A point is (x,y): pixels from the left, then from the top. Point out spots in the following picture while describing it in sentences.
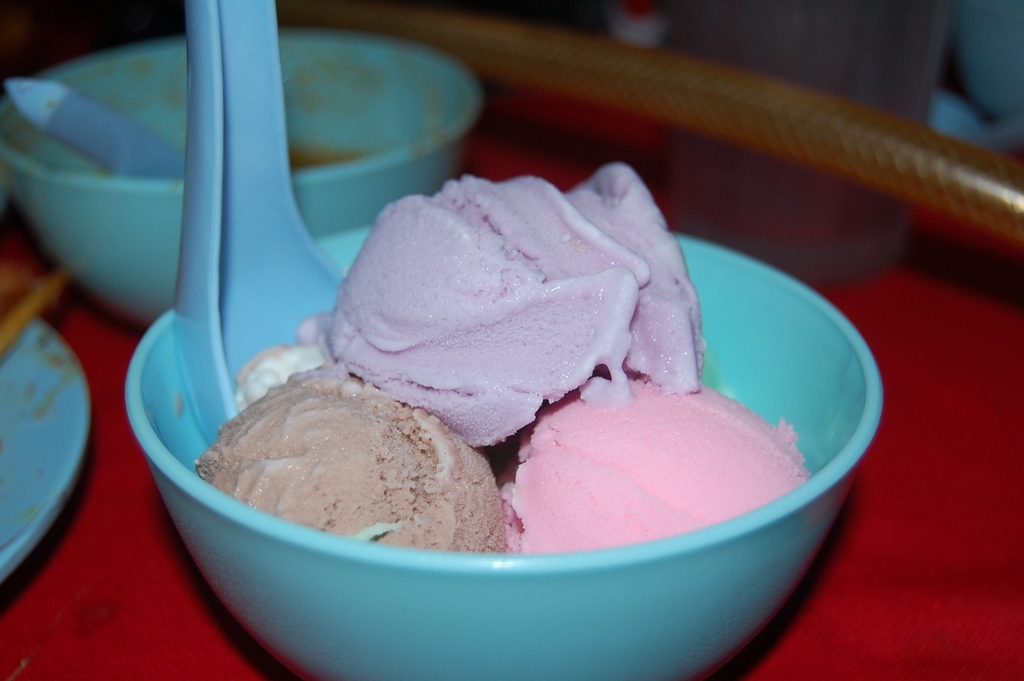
In this image two bowls (156,386), plate (67,459) and a pipe (994,214) are on the table (924,543). In the bowl (190,464) there is ice cream (405,413) and a spoon (220,358) are in it. Behind there is a bowl (125,213) having a spoon (146,144) in it. Left side there is a plate (18,436). Right side there is a pipe (972,223).
